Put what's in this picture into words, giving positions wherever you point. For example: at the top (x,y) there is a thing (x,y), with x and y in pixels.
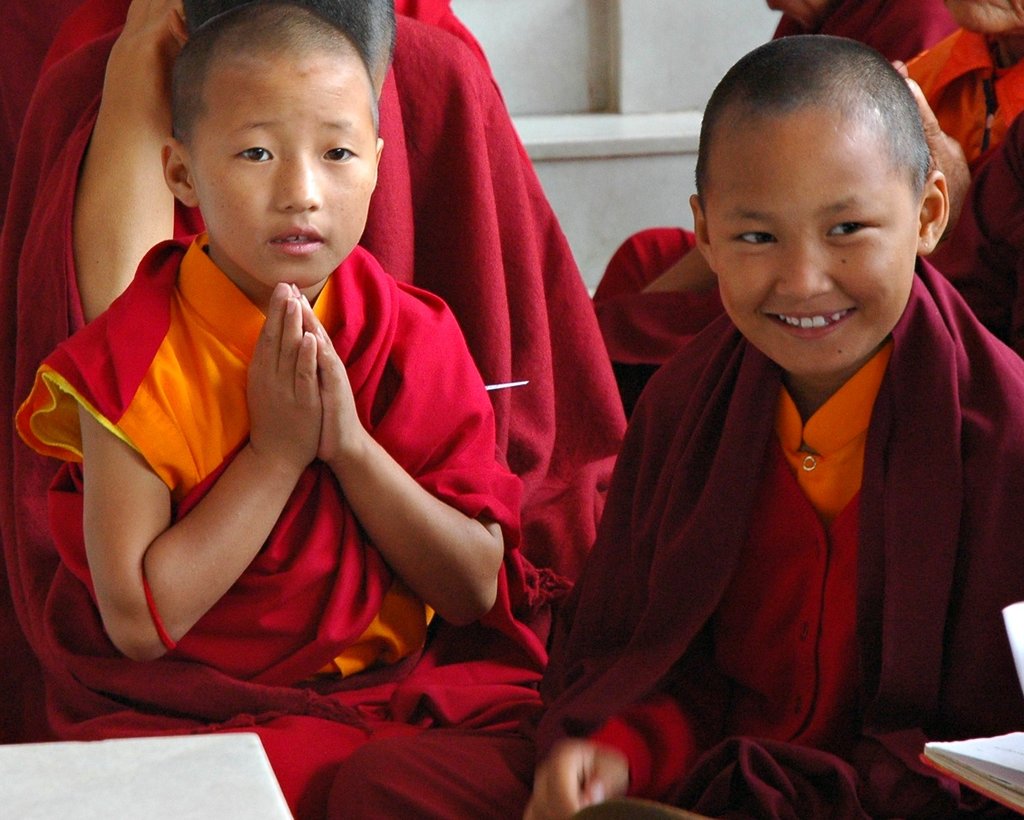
In front (851,456) portion of the picture we can see two boys (696,616) sitting and they are in red colour attire (592,646). This is a book (998,750). On the left side (160,631) we can see a thread (157,619) tied to a boys hand (168,608). There are few persons (872,40) sitting behind these two boys (395,427). On the background (590,66) we can see a wall (640,107), marble wall (624,102).
